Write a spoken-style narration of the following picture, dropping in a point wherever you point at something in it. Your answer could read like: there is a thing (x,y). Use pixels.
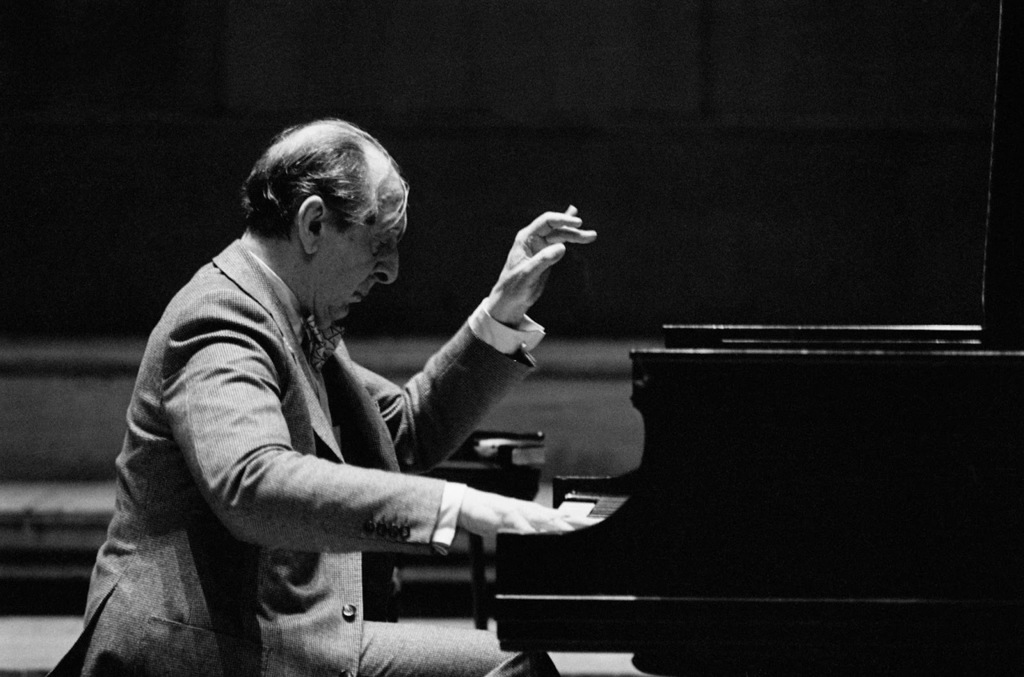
The person (271,423) is sitting on a chair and playing piano (571,494).
